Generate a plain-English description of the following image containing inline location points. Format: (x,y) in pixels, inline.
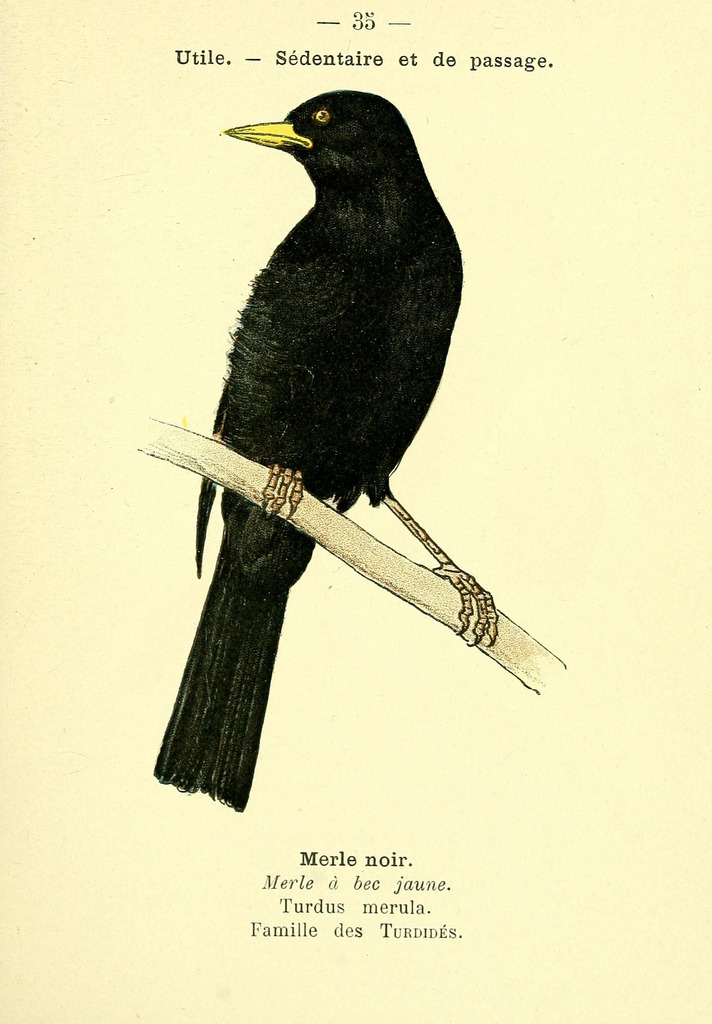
In the center of the image (352,350) we can see a picture (355,421) of a bird (350,464) on the stem (505,624) printed on the paper (328,625). At the top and bottom there is text (350,924).
